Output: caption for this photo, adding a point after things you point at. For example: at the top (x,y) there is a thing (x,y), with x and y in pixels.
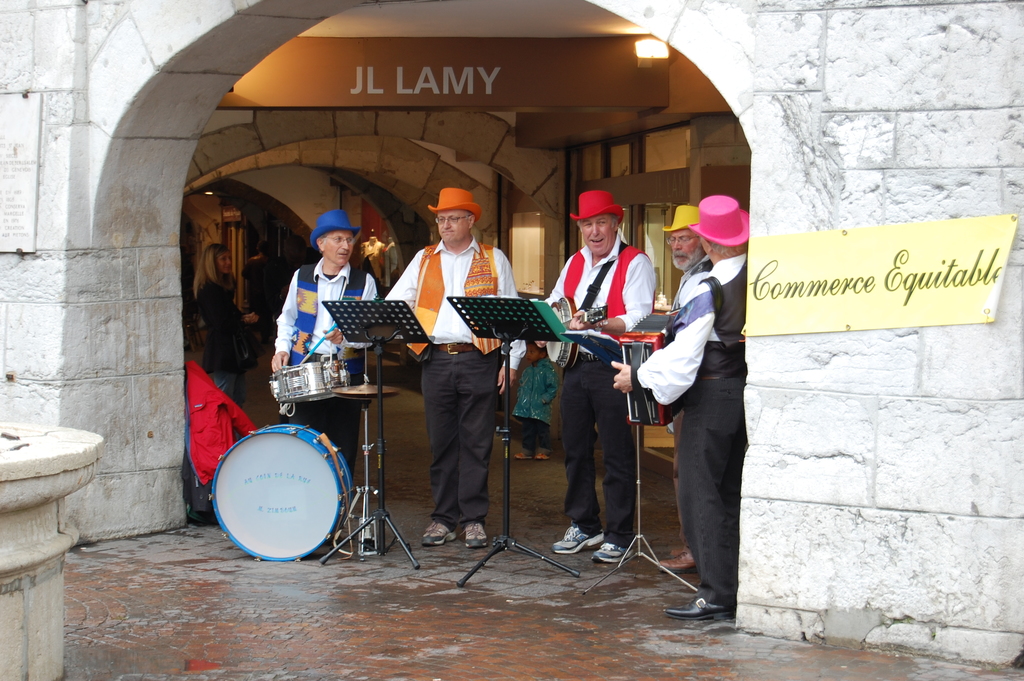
There is a group of people (310,411). They are playing a musical instruments (563,319). We can see in the background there is a arch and name board (850,297).
